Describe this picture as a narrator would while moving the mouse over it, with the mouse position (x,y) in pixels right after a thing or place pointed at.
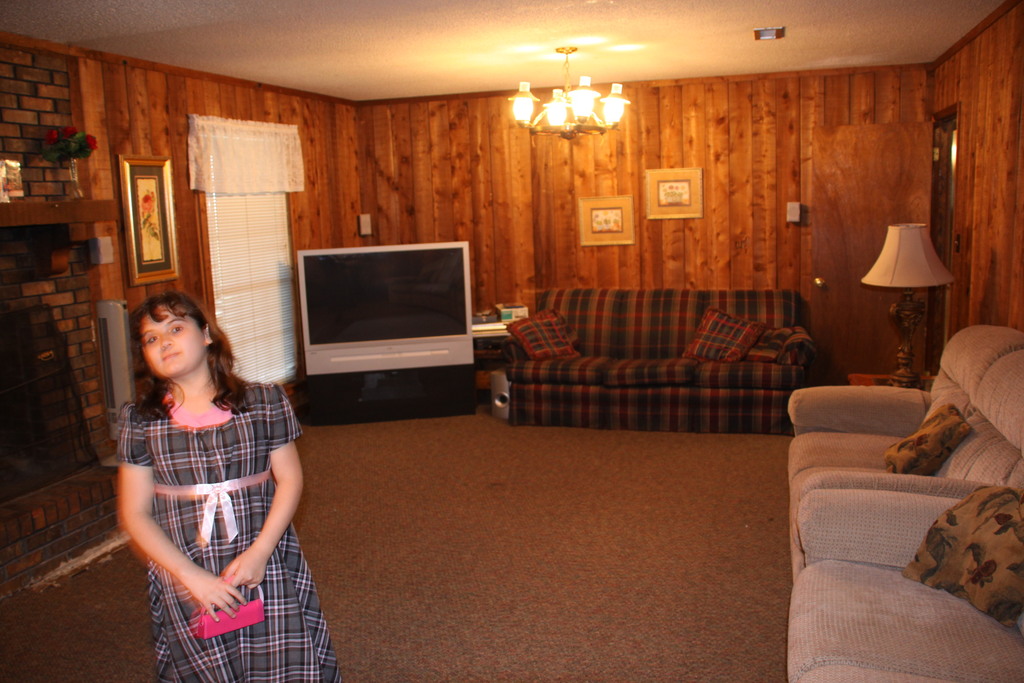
In this picture there is a girl (211,537) Standing and she is holding a bag (247,614) in the right side (939,452) we can see the couch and pillows (728,335) on the couch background we can see the television (445,300) and lighted lamp (569,98). there are some photo frames (629,207) to the wall (674,120).
